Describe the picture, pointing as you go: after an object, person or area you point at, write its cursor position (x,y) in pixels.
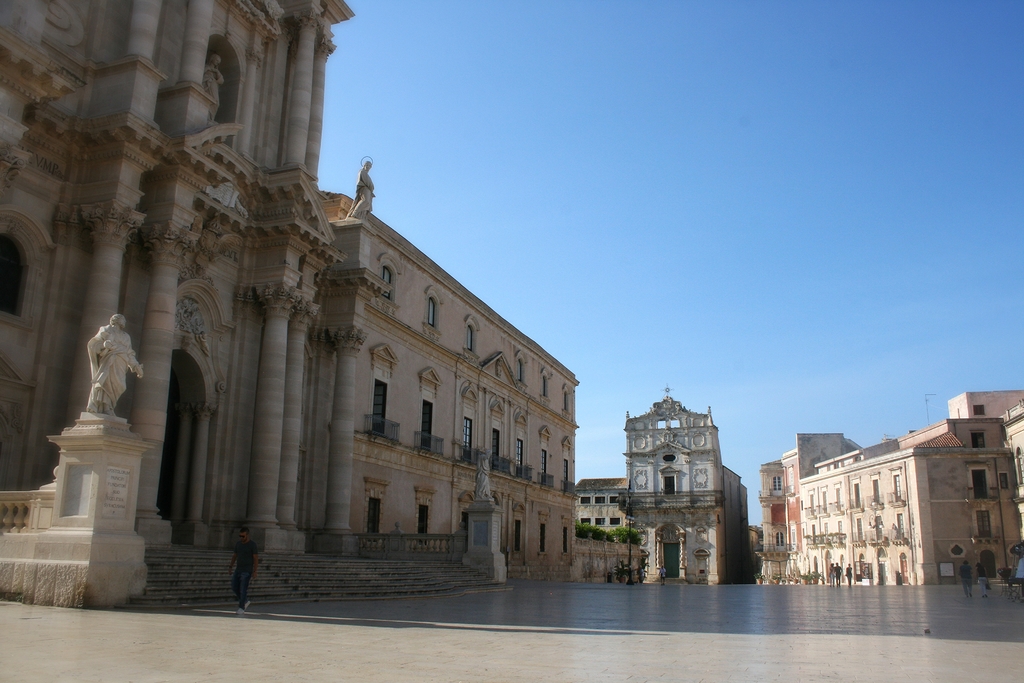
In this image I can see number of buildings (661,535), few sculptures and on the right side of this image (837,565) I can see number of people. In the background (624,526) I can see bushes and the sky (706,339).
